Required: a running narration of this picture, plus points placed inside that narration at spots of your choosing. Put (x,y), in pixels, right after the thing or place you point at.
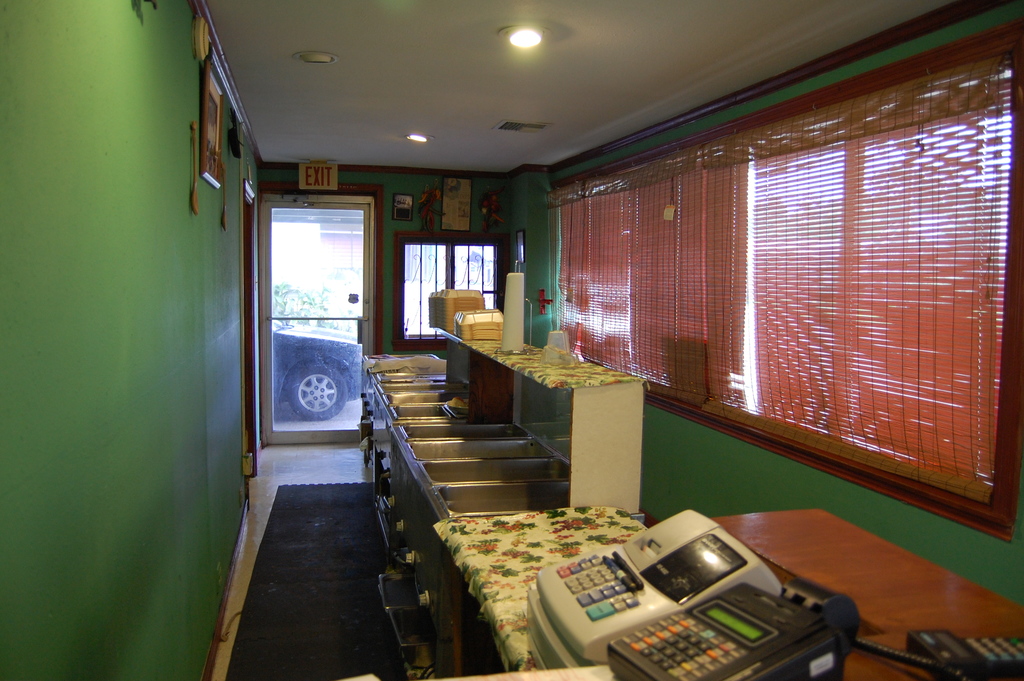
In the picture we can see inside view of the house (147,204) with a table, on it we can see two machines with buttons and beside it, we can see a desk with cupboards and trays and beside it, we can see the wall (133,350) with photo frames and on the other part of the wall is with glass door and window (442,253) and from the glass door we can see a part of the vehicle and to the ceiling (429,26) we can see the lights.
